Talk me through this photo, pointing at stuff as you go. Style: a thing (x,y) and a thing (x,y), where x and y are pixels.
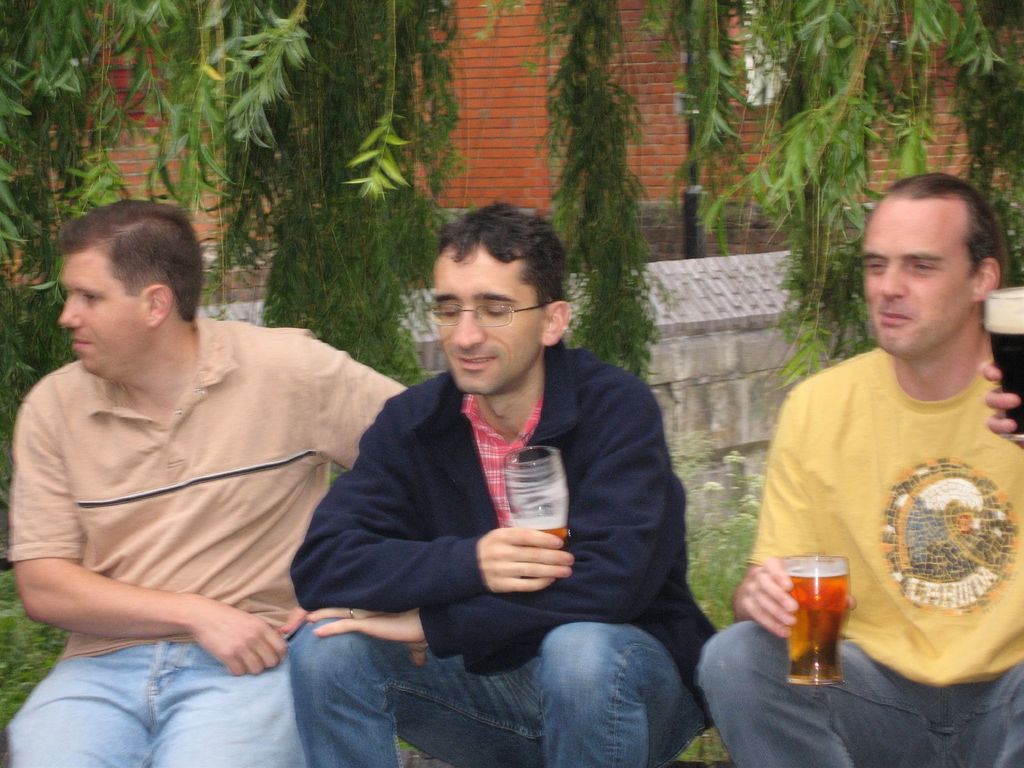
This picture shows three men (77,232) seated and we see glasses (823,602) in their hand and we see a building (702,190) and couple of trees (350,86).
